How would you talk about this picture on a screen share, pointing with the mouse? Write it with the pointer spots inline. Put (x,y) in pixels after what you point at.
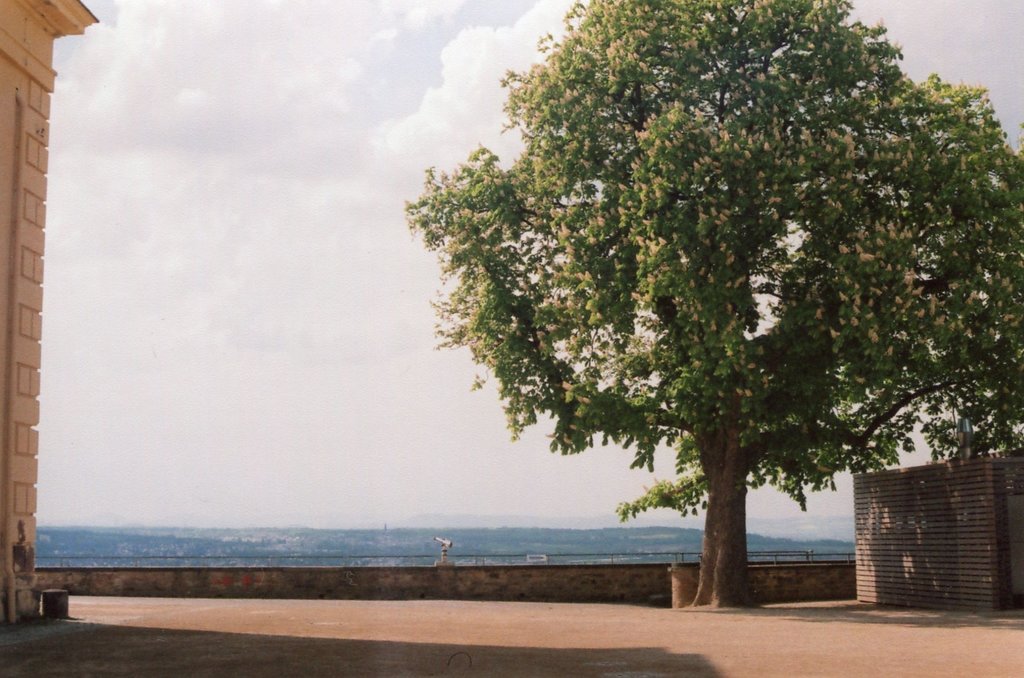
In this image we can see the tree (750,298). And we can see the wall (42,86). And in the right bottom corner (926,532) we can see one object (996,521). And we can see the sky (268,345). And we can see the binocular (443,562).
